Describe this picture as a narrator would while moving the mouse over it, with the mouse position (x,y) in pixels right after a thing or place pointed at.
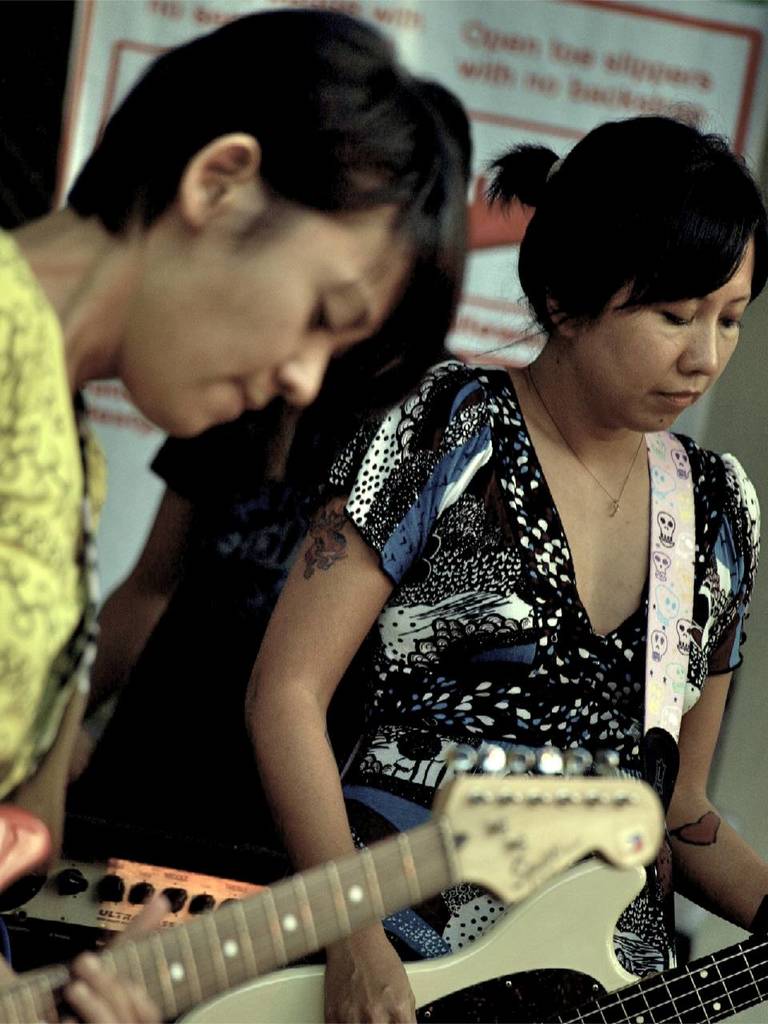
In this picture, we see two women (618,240) playing guitar (502,854).
